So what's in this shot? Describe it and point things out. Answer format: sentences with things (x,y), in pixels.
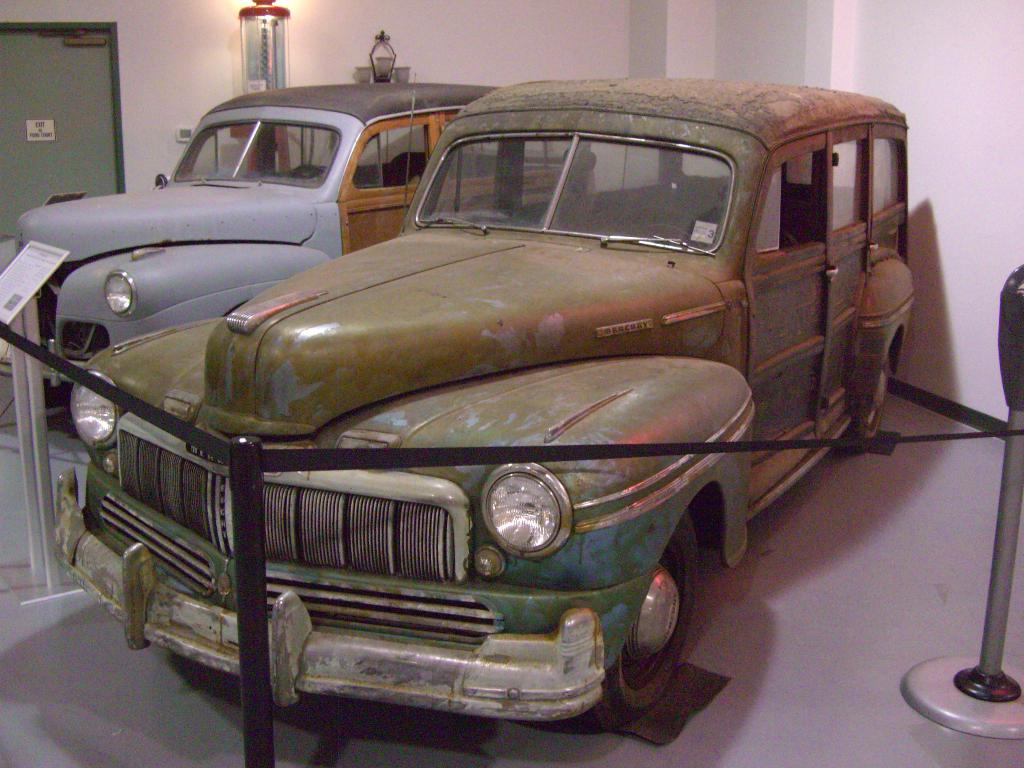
In the image there are two cars (392,283). In front of the cars (227,474) there is a fencing (24,337) with rods (255,450) and black color belts (953,437). Behind them there is a wall (427,62) with lamps (281,34) and also there is a door (35,169).
